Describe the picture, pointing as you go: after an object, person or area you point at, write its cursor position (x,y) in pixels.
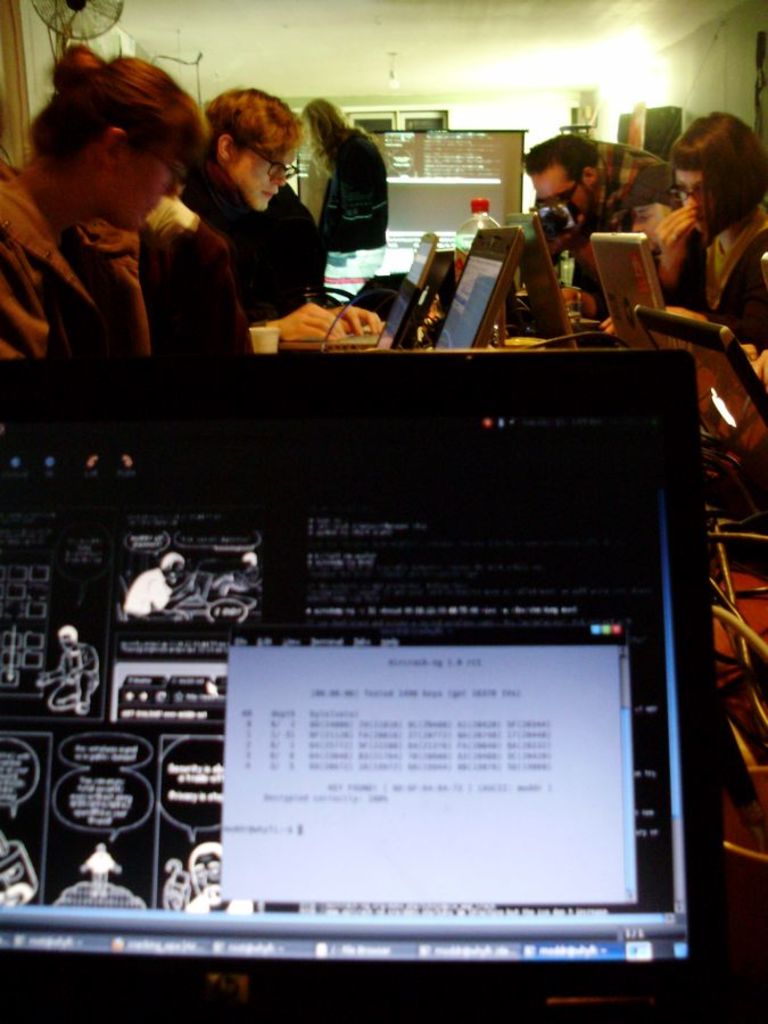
In this image I can see people (315,303) among them some are operating laptops (310,372). Here I can see screen (300,626) in the background (487,39) I can see ceiling (411,28) a fan (105,25) and some other objects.
